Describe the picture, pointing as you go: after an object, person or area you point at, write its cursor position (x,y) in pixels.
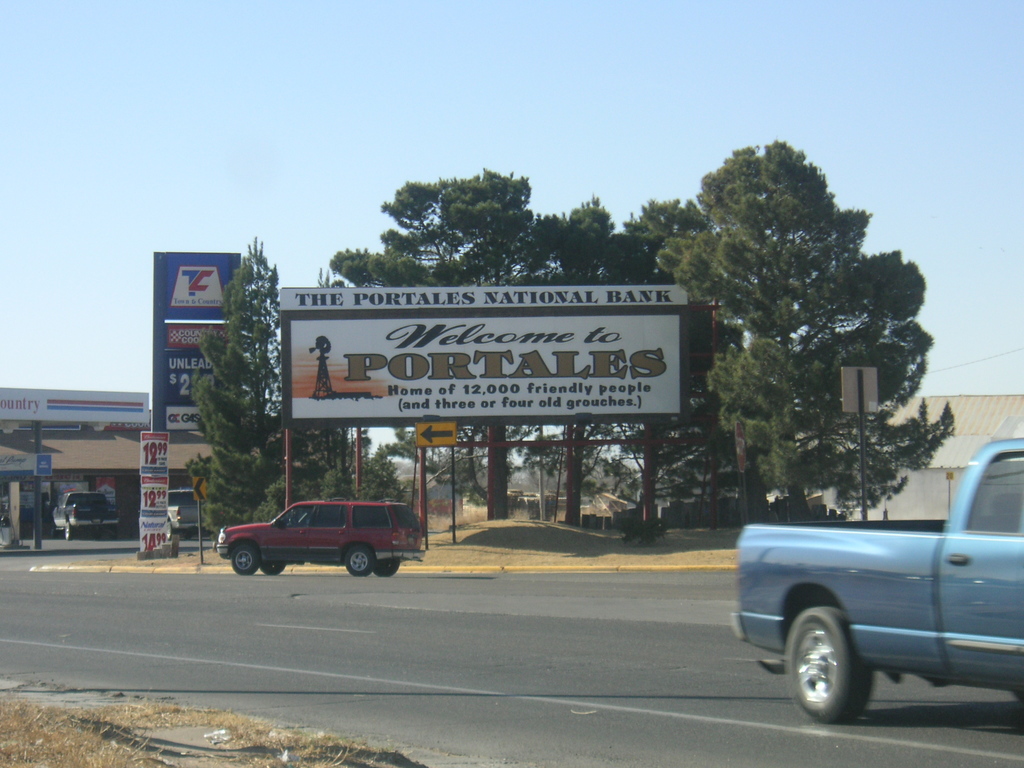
In this image, we can see few vehicles (976,635) on the road (404,654). Background (217,515) we can see trees (405,498), poles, hoardings (410,415), sign board (42,459), posters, houses (45,445). Top of the image (687,134), there is a sky (490,143).
